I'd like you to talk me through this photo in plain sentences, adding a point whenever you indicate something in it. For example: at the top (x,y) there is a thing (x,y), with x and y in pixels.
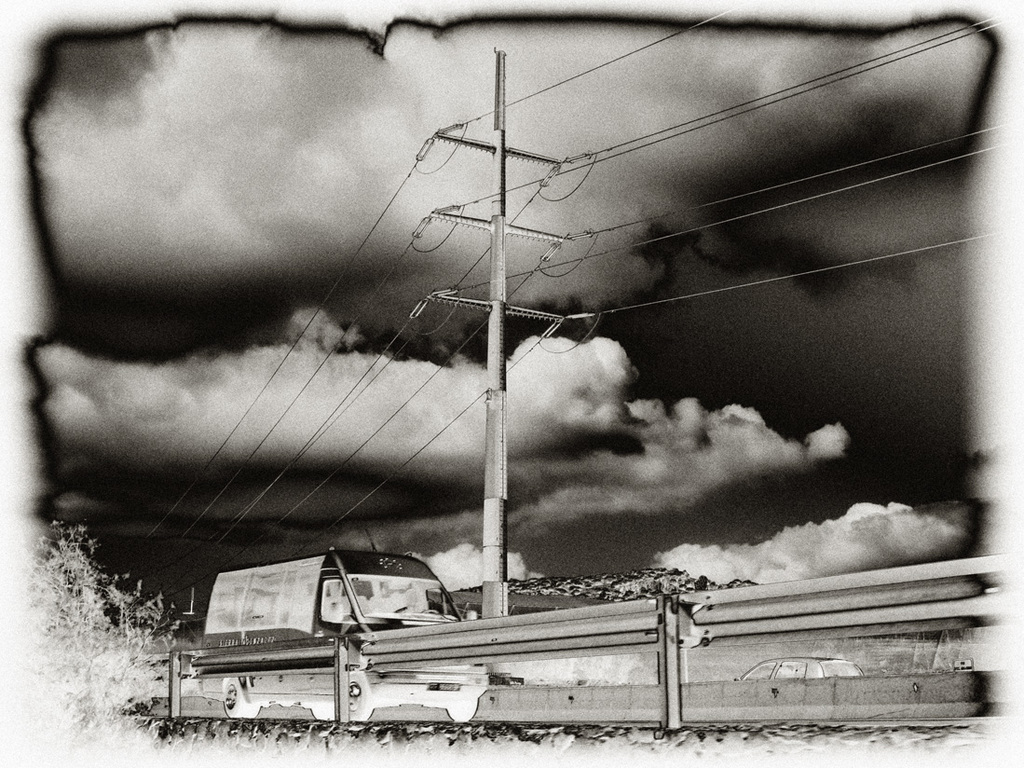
It is an edited image in which we can see there is a vehicle (433,671) on the road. Beside the vehicle (257,621) there is a railing (487,638). In the middle (495,299) there is an electric pole (502,197) to which there are wires (654,132). At the top (509,178) there is the sky (211,294). In the background (642,586) it seems like a hill (662,586). On the left side (96,594) there are plants (90,571).
